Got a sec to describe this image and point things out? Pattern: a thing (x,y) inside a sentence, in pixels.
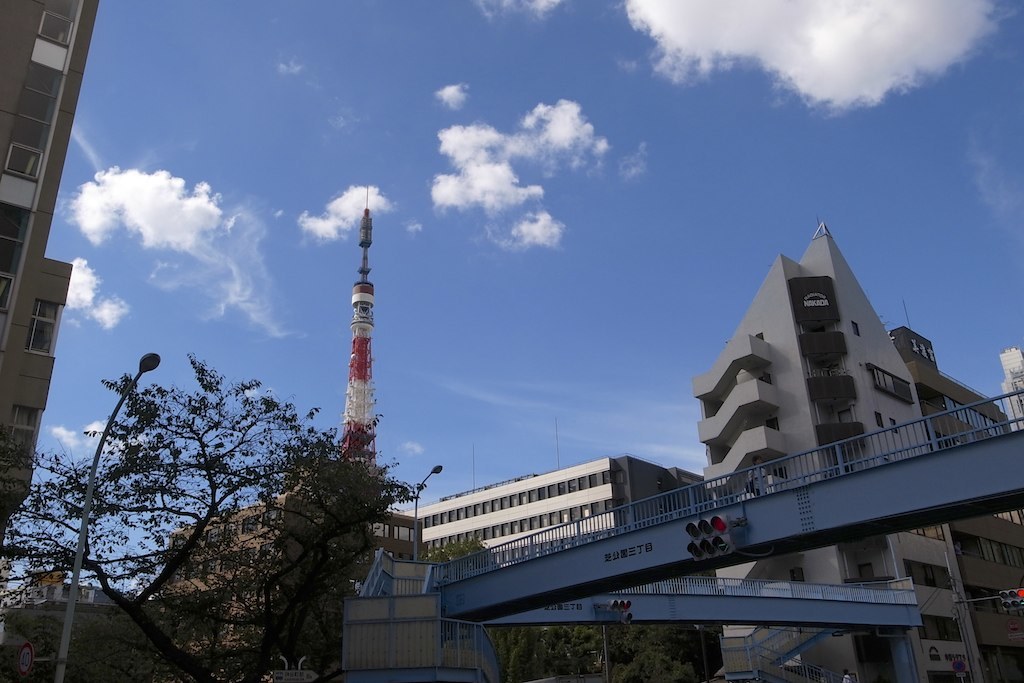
In this image I can see a tower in the center of the image (376,441). Some buildings (30,10) on the left (28,74), right and in the center of the image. I can see a bridge (630,527) with traffic lights (716,551) on the right side (867,595). I can see a tree (356,487) and light poles (148,358) on the left side (247,433). At the top of the image (243,99) I can see the sky (655,149).
